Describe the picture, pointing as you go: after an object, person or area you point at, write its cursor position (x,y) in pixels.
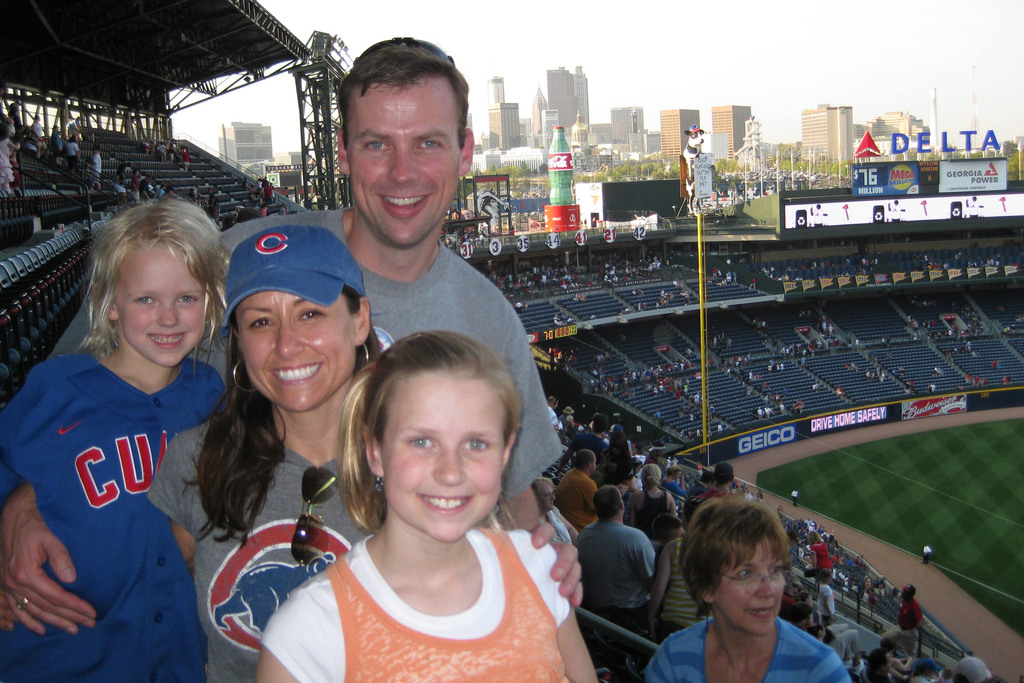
In the center of the image (397,234) we can see group of persons (195,548) standing. In the background (103,155) we can see stadium (53,34), grass (807,464), crowd (821,544), chairs (798,304), name boards (872,145), statue (684,168), building (665,138), trees (638,168) and sky (661,31).
